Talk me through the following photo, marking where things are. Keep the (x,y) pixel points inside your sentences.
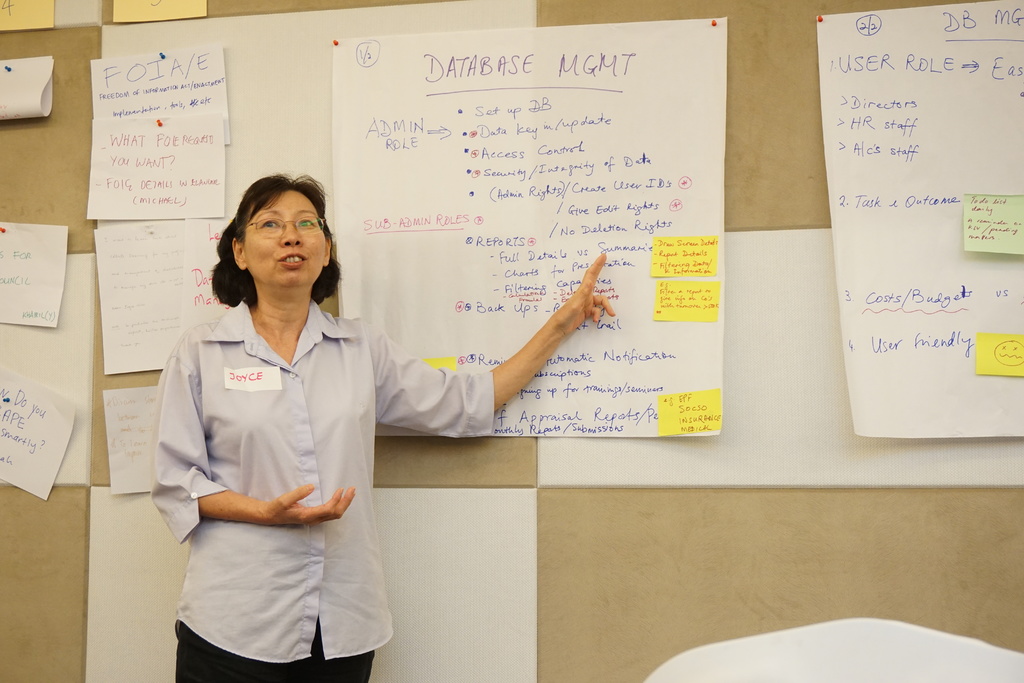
In this image we can see a woman (310,342) is standing. She is wearing a shirt (275,597) and pant (310,667). Behind her, we can see so many papers (383,249) and charts (563,245) attached to the wall (752,521).
